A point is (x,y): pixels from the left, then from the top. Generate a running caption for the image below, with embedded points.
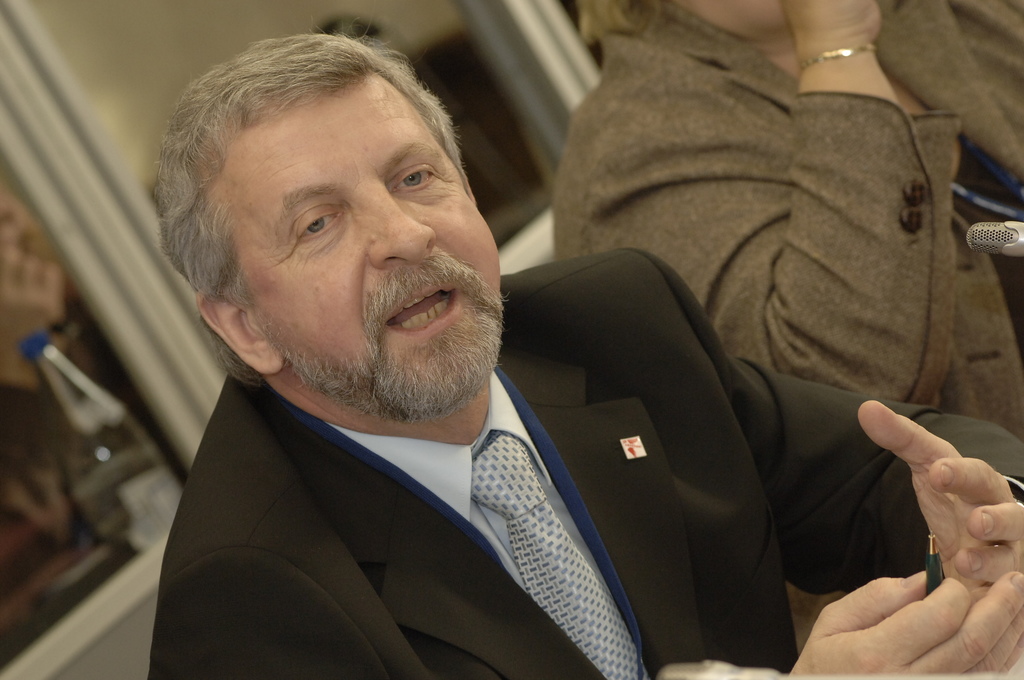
In this image we can see a man (506,309) is holding a pen (934,568) in his hand (901,584). In the background (37,656) we can see a bottle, doors (37,656), few persons (574,192), wall (96,57) and a microphone (976,247) on the right side (993,249).
